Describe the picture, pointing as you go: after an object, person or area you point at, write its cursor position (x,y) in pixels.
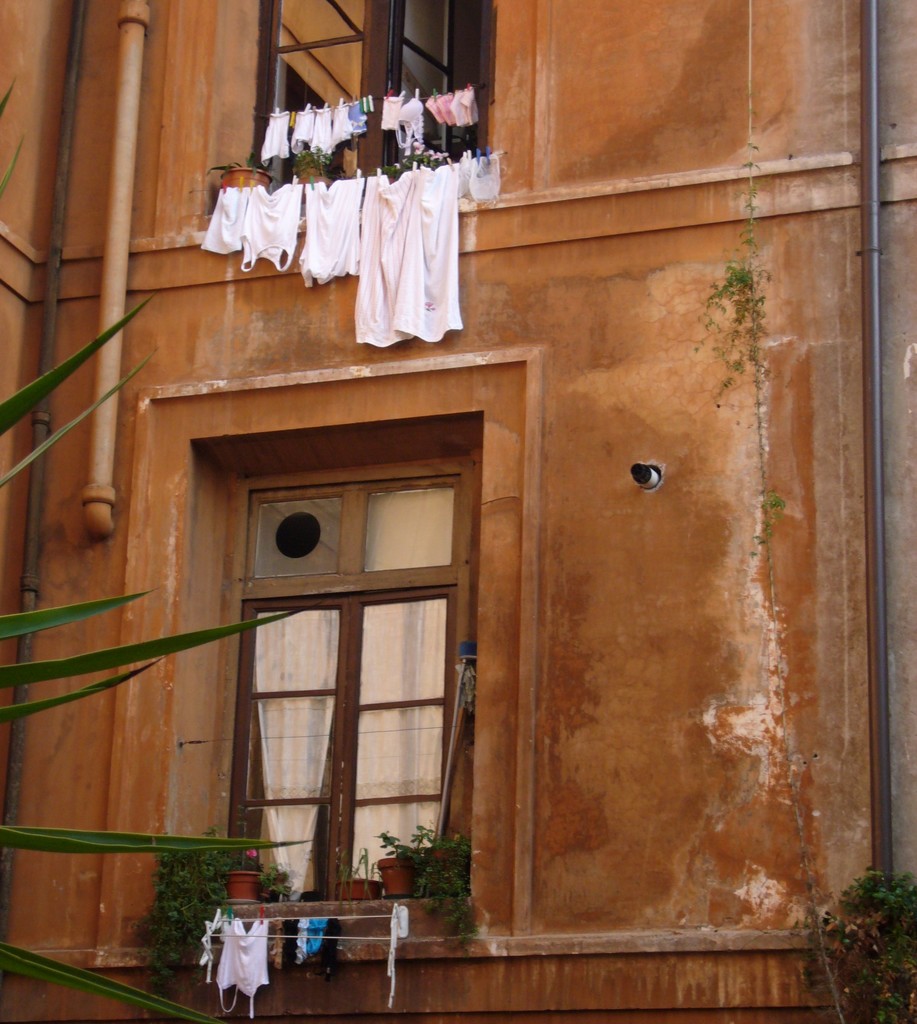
In this image there is a two floor building (577,631) with window (383,90) where we can see there are clothes (435,225) hanging on the rope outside the window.
